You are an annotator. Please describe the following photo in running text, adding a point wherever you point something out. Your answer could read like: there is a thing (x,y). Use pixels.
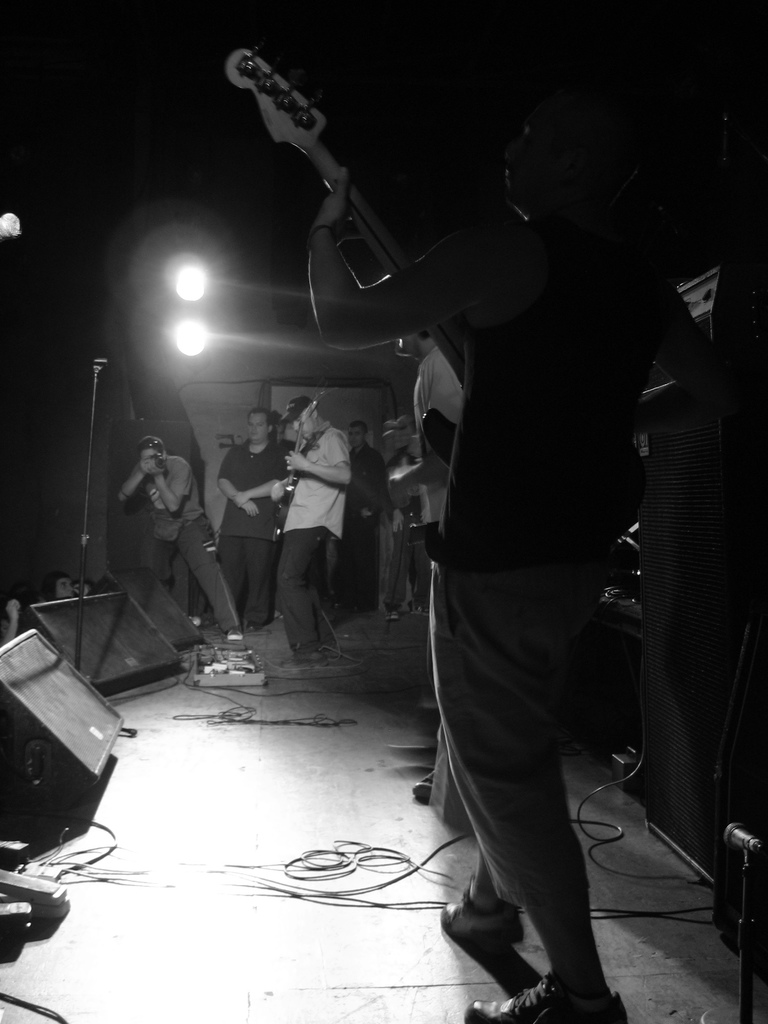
Background (689,201) is very dark. Here we can see persons (311,458) standing and playing guitars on the platform (372,633). We can see a man (176,547) standing here and holding a camera (162,467) in his hands (144,466) and taking snap. These are lights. We can see wires (321,881) on the platform (351,942).
